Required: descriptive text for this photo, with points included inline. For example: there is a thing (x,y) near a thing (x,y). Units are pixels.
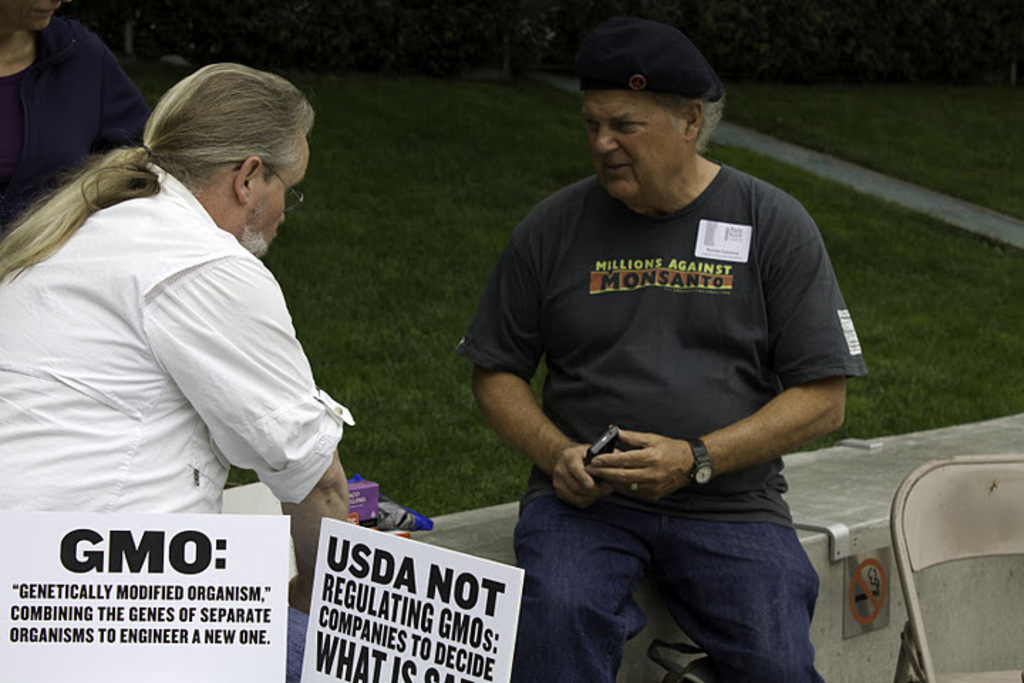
In this picture I can see there are two men (738,451) and the man (731,438) at right (713,277) is holding a mobile phone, he is wearing a cap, the man (144,225) at left (107,199) is having spectacles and he has a long hair (81,195). There is another person (22,64) behind him, there are two whiteboards (19,574) and there is something written on it. There is grass (843,262) on the floor (884,262).
